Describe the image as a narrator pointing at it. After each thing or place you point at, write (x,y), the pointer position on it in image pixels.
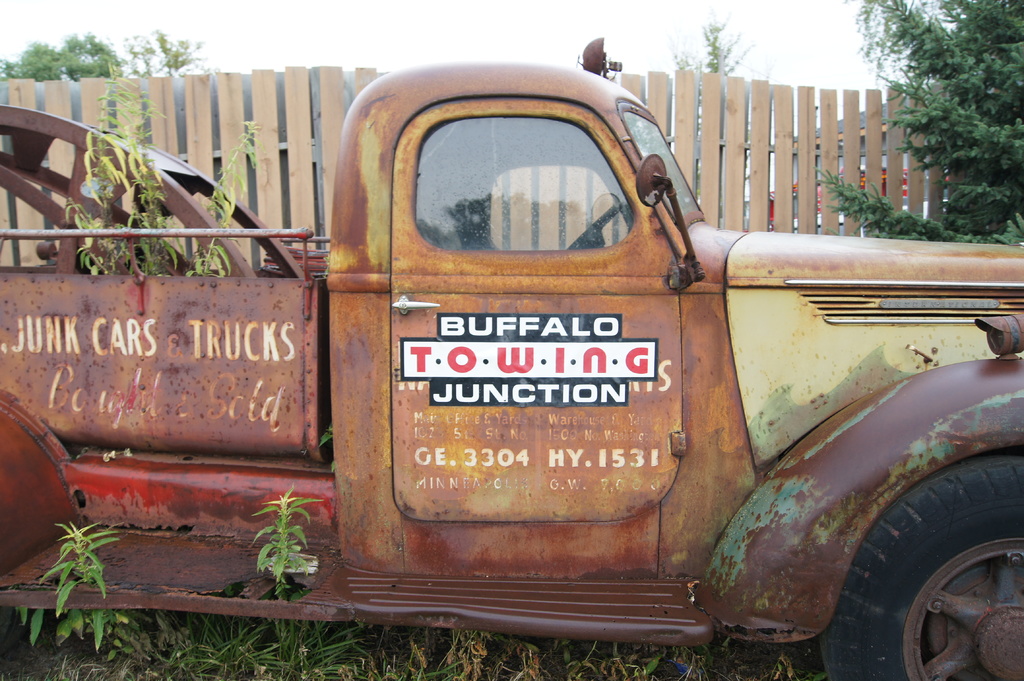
There is a old truck (578,359) which has something written on it and there is a wooden fence (785,139) beside it and there are trees (712,58) in the background (137,67).
